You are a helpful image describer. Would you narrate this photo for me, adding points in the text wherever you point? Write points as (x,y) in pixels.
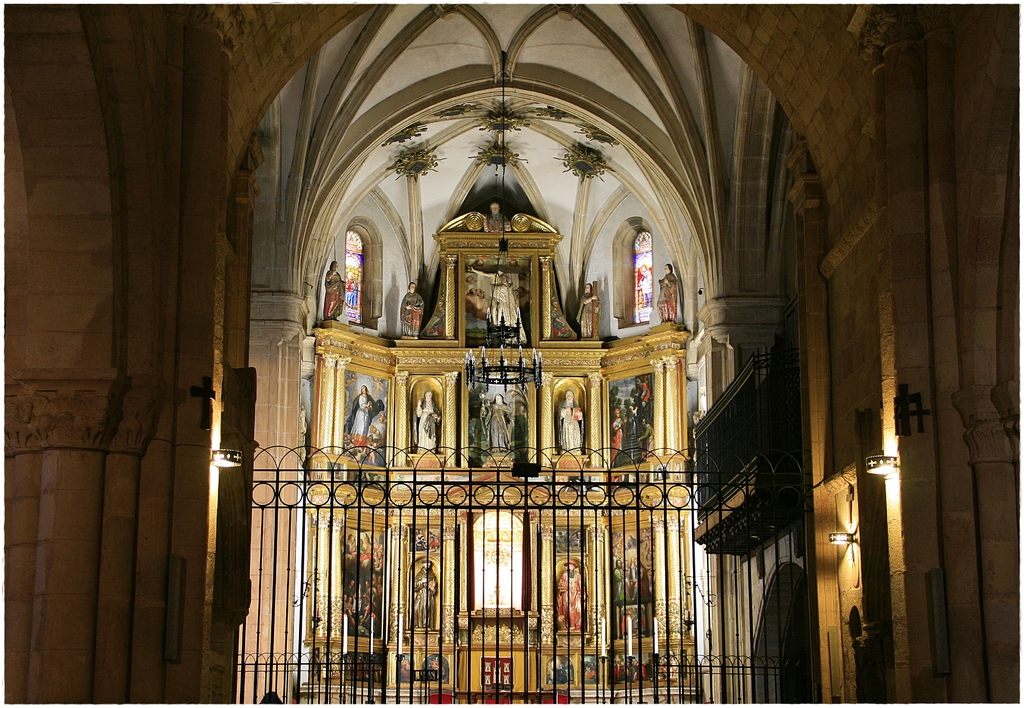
In this image we can see inside picture of the church (225,193). In this image at front there is a gate (445,502). On both right and left side of the image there are lights (838,534).
